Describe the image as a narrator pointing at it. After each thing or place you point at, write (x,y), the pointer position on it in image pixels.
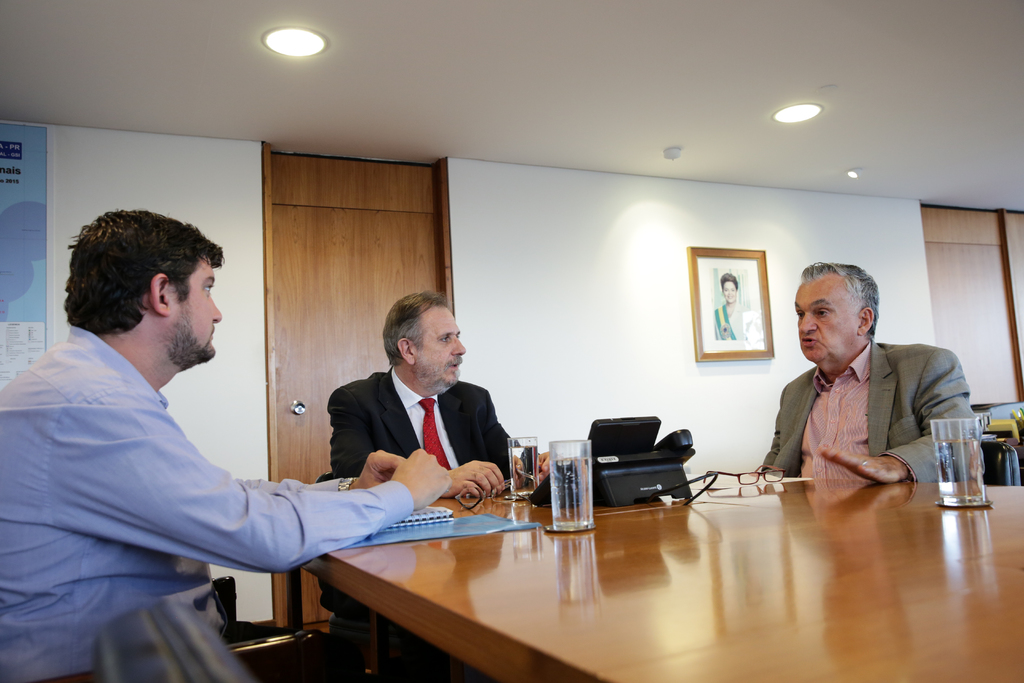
In this picture there are three men (412,464) who are sitting on the chair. There is a book (428,517). There is a glass (571,485). There is a spectacle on the table (938,506). There is a frame (727,287) on the wall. There is a poster (21,225). There is a door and there is a device (634,450).
